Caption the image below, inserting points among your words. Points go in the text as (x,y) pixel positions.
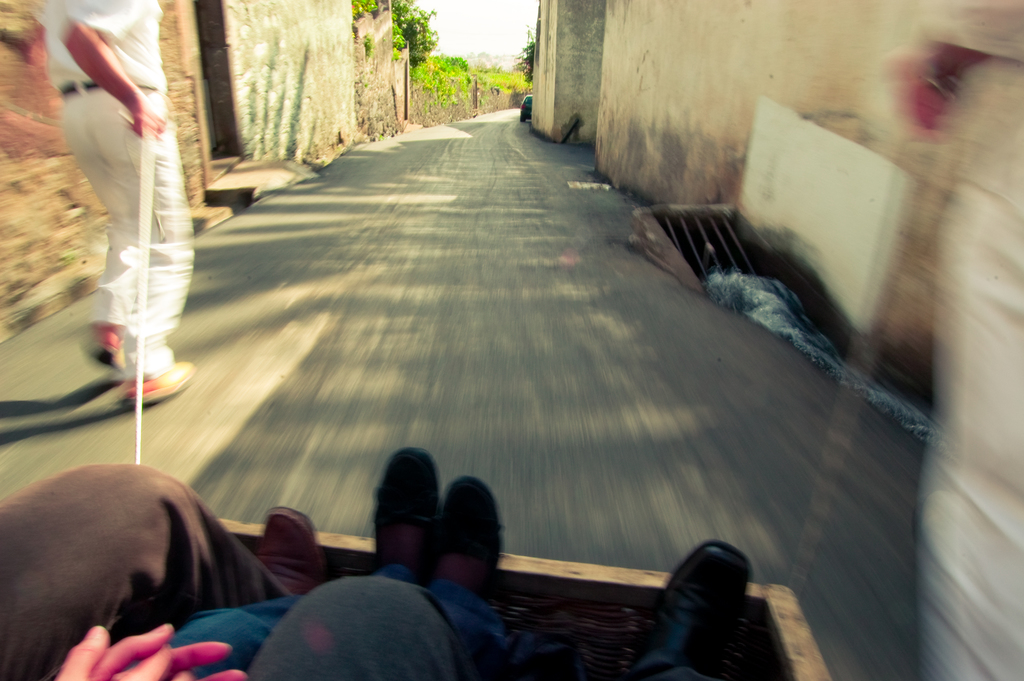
In the image we can see there are people (411,621) sitting in the basket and a person (124,106) is holding a rope (148,251) in his hand (151,133). Behind there is a vehicle (526,117) parked on the road (526,137) and there are buildings (615,136) and trees (419,71) in the area (455,87).
